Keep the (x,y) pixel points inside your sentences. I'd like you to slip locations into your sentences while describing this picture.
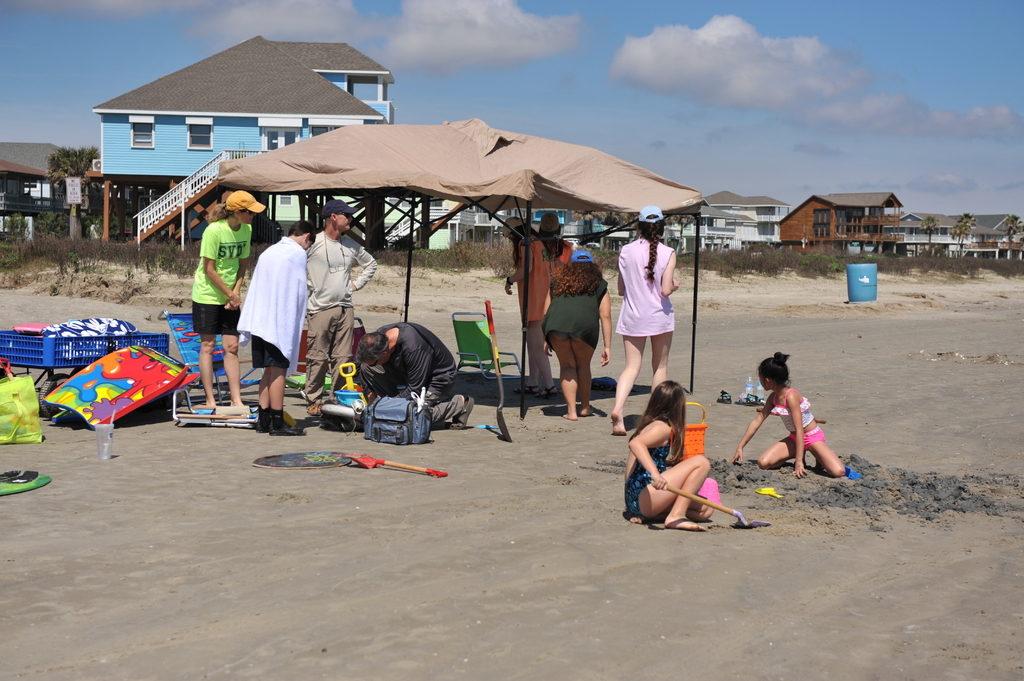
In this picture I can see group of people (583,333), there are chairs (198,362) and some other objects (170,365) on the sand (718,575), there is a tent (469,190), there are buildings (624,241), there are plants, trees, and in the background (596,37) there is the sky (761,107).
